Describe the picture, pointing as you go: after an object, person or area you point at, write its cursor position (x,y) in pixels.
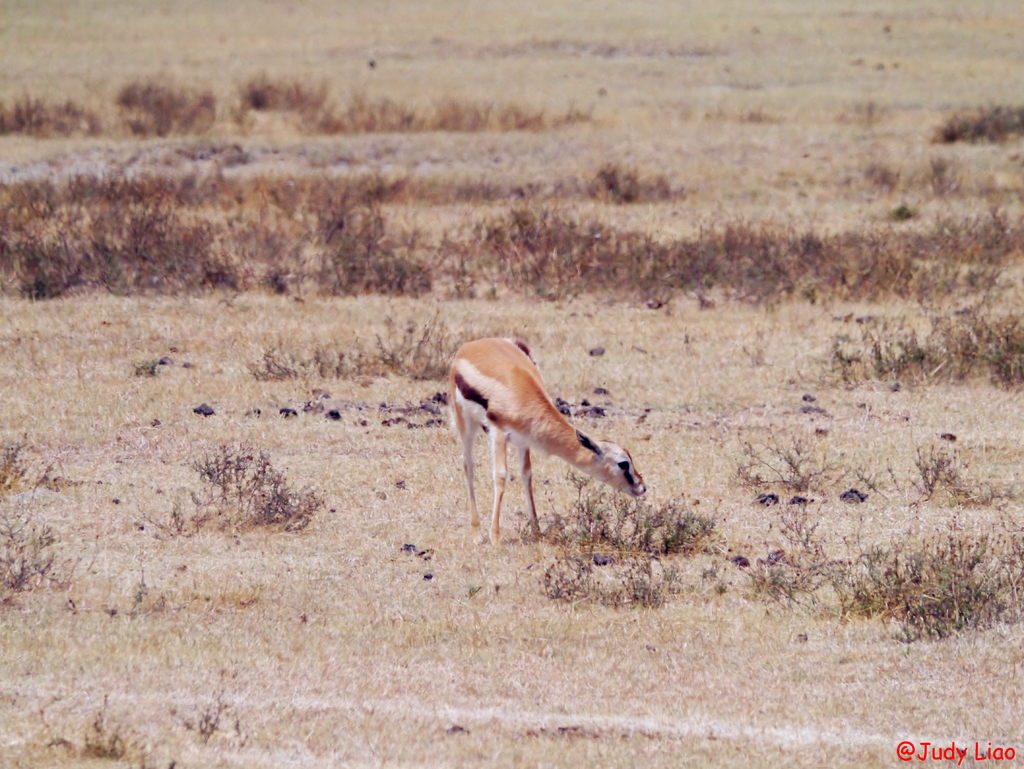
In this image I can see an open ground (78,515) and on it I can see a brown colour gazelle (512,429) is standing. I can also see grass (402,220) and a watermark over here.
